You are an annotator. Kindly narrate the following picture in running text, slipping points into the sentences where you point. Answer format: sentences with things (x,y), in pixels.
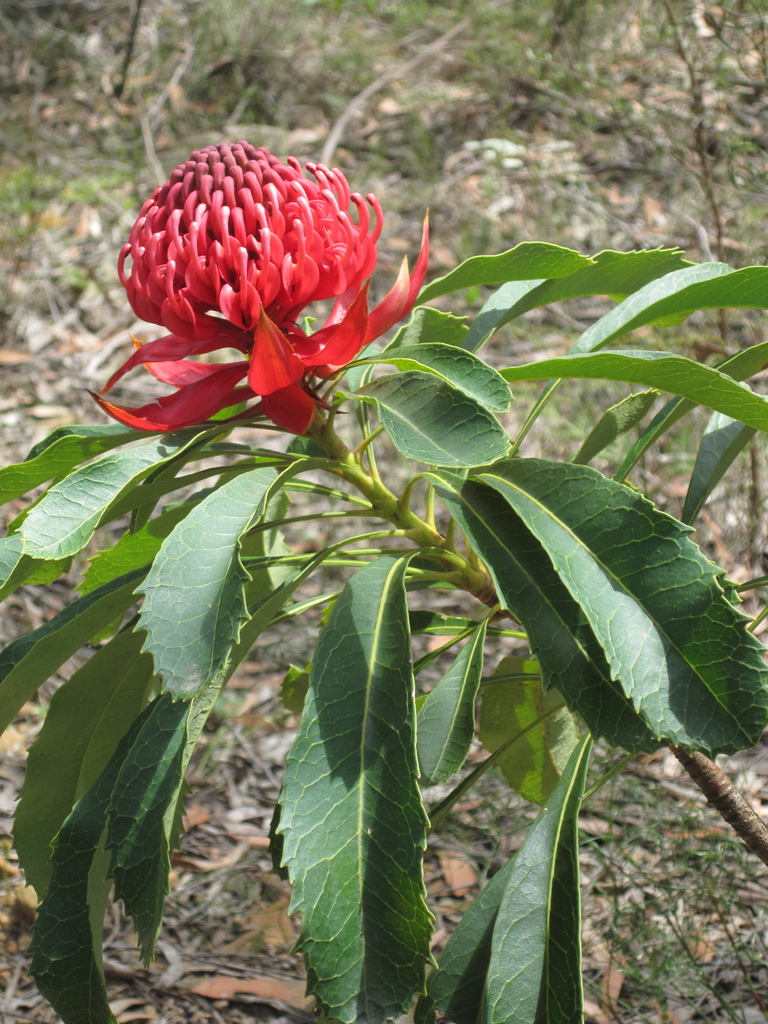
In this picture there is a flower plant (363,209) in the center of the image (287,347) and the flower (290,215) is red in color.
